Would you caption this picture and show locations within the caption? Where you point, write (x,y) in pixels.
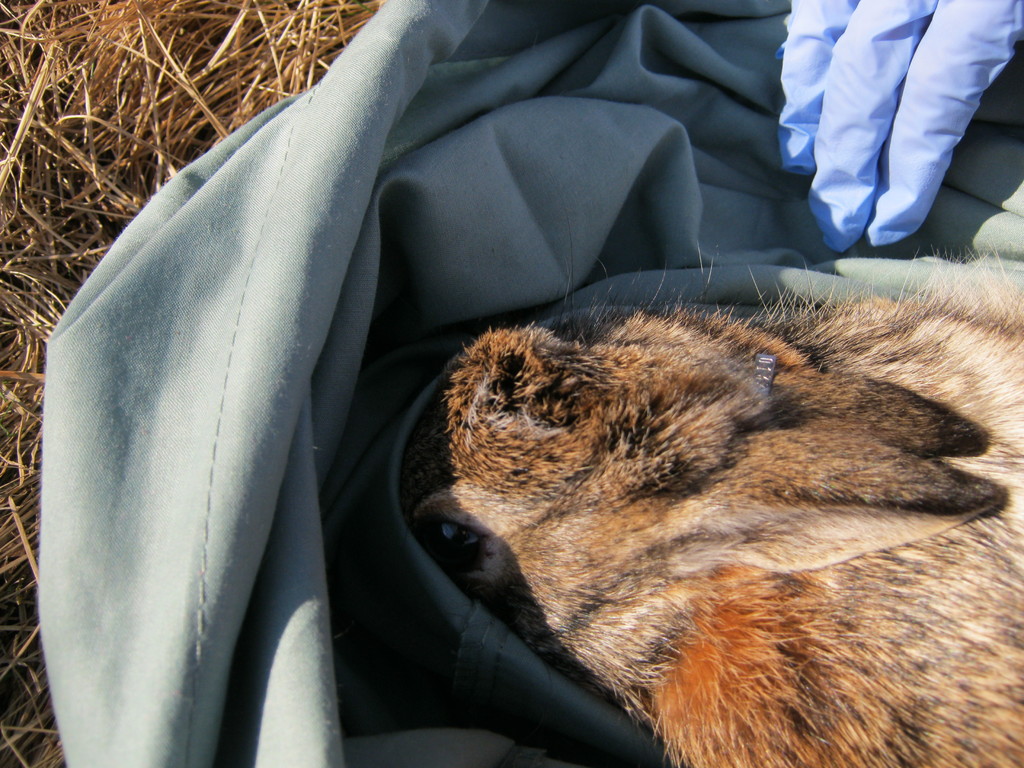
The picture consists of rabbit (777,479), bag (451,326), person hand (956,53) and dry grass (69,228).
